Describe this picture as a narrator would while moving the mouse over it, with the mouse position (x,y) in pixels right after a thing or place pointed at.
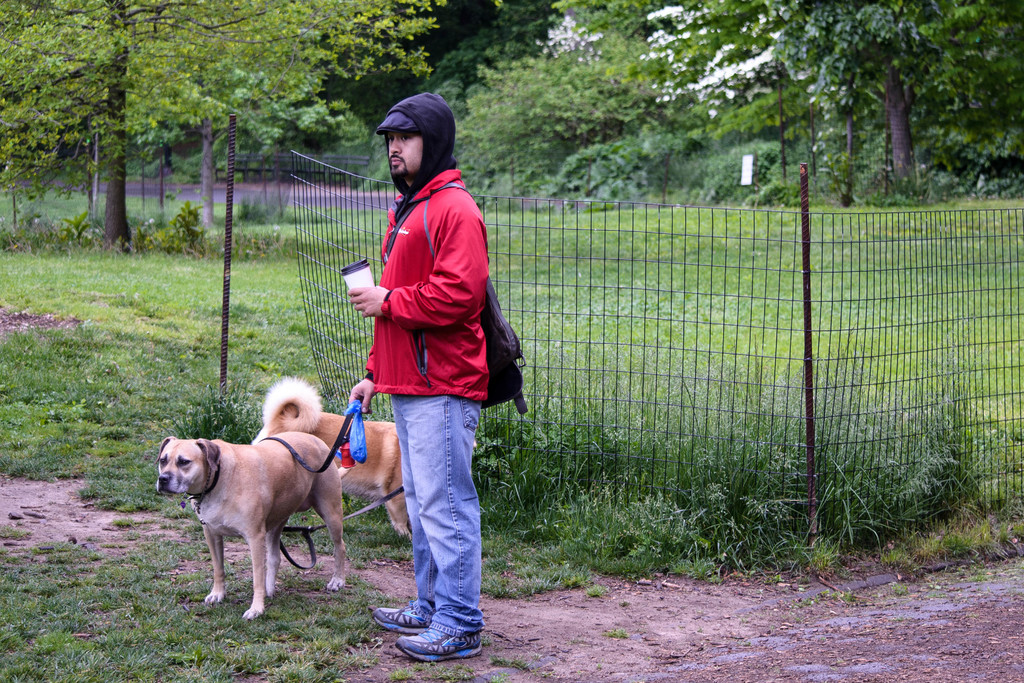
In this image in the front (401,415) there is a man (429,417) standing and holding a cup (352,275) in his hand (355,305) and there are dogs (299,479) standing on the ground (136,658) and there is grass (209,637) on the ground (131,641). In the center (517,322) there is a fence (869,354) and there are trees (558,105).
